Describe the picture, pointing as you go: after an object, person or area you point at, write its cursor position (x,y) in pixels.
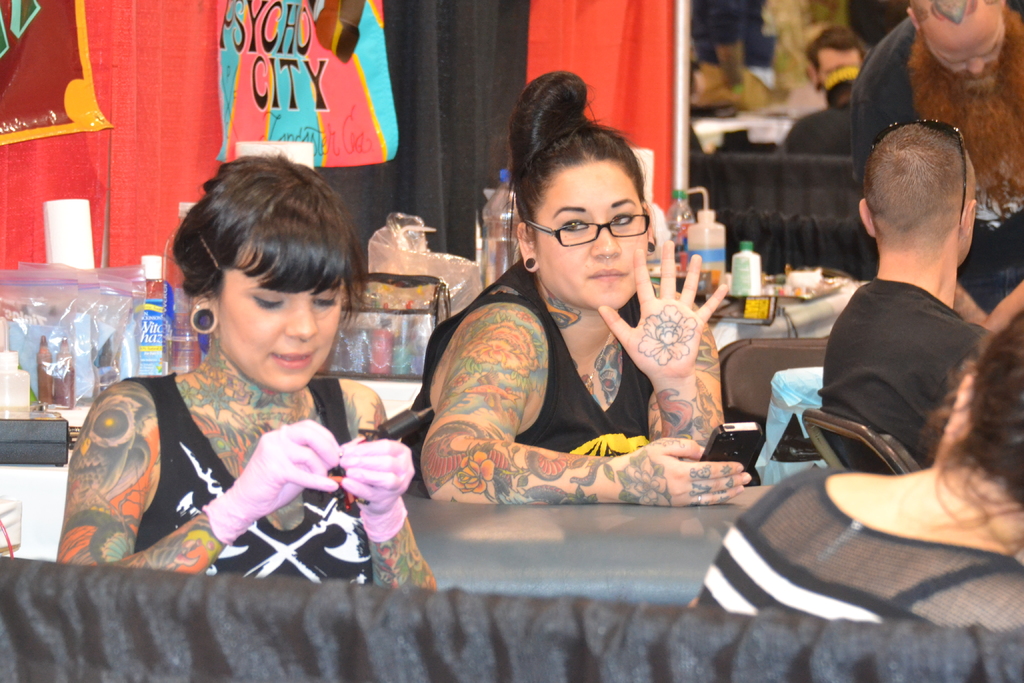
In this picture we can see some people (918,575) sitting, on the right side (995,44) there is a man (971,93) standing, in the background (400,315) we can see some bottles (734,263) and packets (76,317), we can see a cloth (173,158) on the left side (210,74), there is a sticker (270,72) pasted on the cloth (160,158), a woman (253,380) in the front (243,430) is holding something, a woman (569,324) in the middle (656,401) is holding a mobile phone (738,456).
